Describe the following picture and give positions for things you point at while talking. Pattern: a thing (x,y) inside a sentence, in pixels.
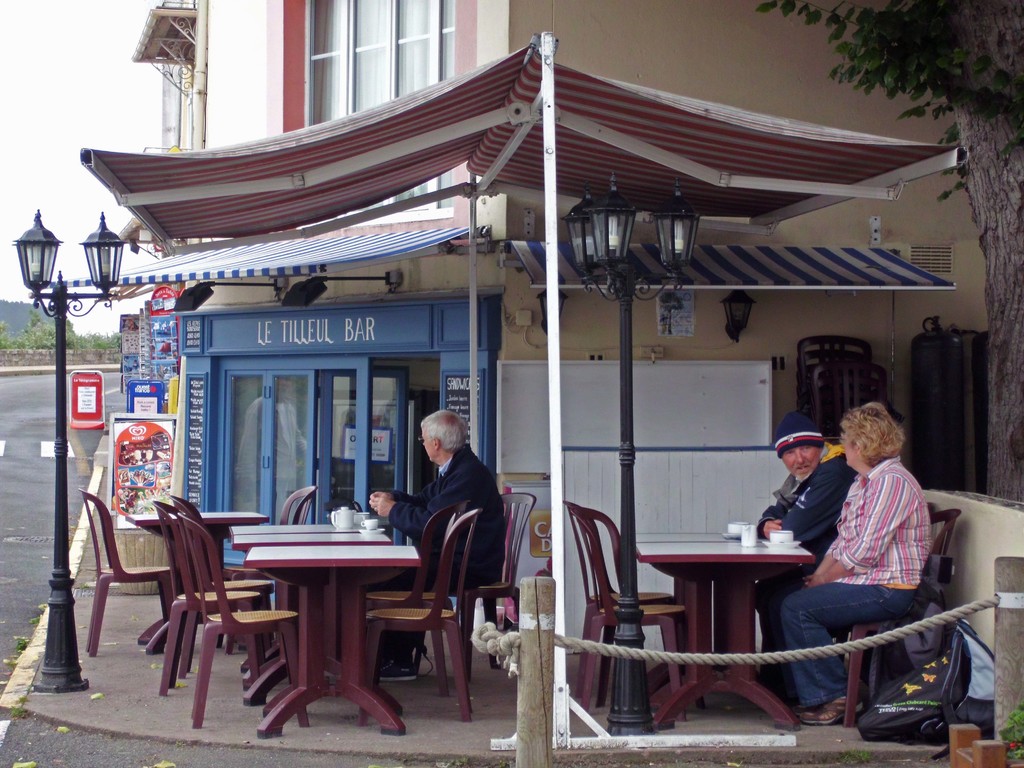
In this image there are three persons (454,489) sitting on the chairs (940,566). Two are men (436,469) and one is women (873,502). In the background (649,58) I can see a building (658,55). On the right side of the image (1007,222) I can see a tree (980,204). And these three people (485,485) are sitting under the shed (483,160). On the left side of the image (28,490) I can see a road (39,533). And there are two street lights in this image. On the right bottom of the image (918,713) I can see a black color bag (938,700). And there are tea cups (732,539) on the table (741,558). In the background (31,337) there are some plants (84,342).
